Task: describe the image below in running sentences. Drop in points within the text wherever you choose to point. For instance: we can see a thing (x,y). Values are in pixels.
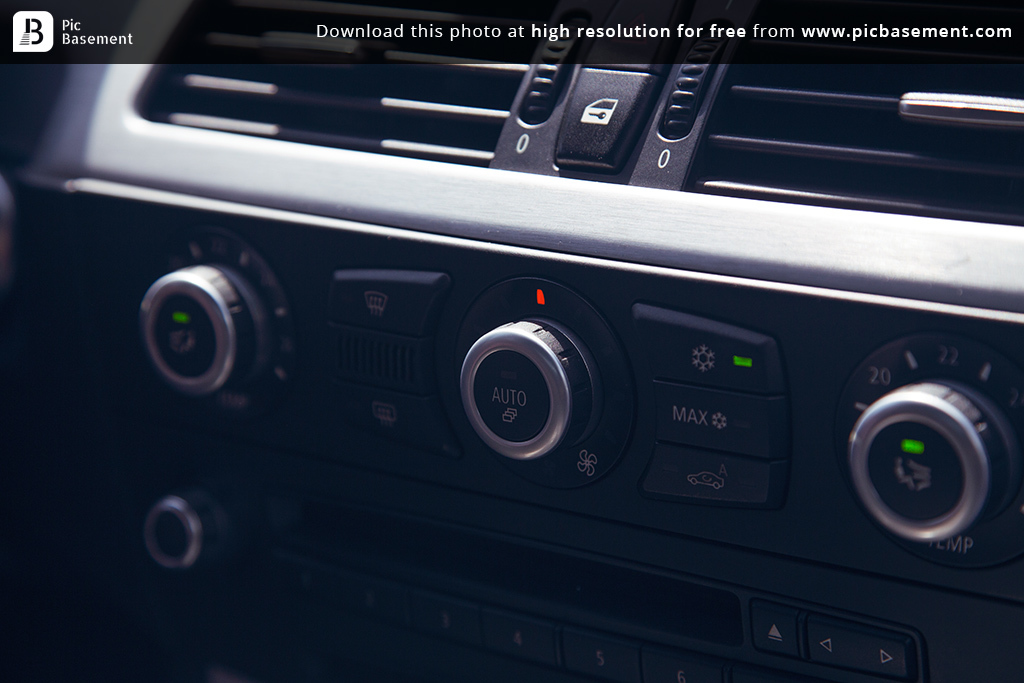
In this we can see interior part (321,161) of the car (388,132), there are two AC blocks (498,144), and few buttons (633,110).
